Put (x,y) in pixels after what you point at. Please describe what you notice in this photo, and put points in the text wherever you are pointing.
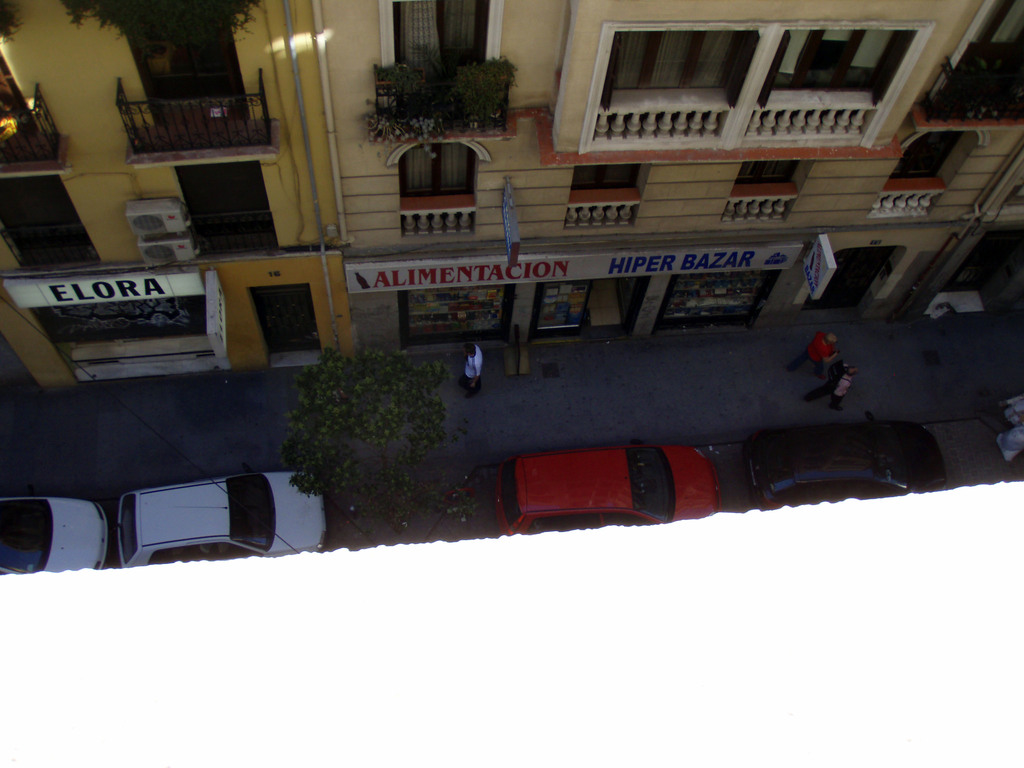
In this image, we can see few buildings (342,239) with glass windows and railings (965,99), some objects (139,230), hoardings (785,248). At the bottom (470,520), there is a road (163,437). Few vehicles (264,539) are parked here. We can see tree (395,459) and plants (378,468). Few people (476,385) are on the road (621,404).
